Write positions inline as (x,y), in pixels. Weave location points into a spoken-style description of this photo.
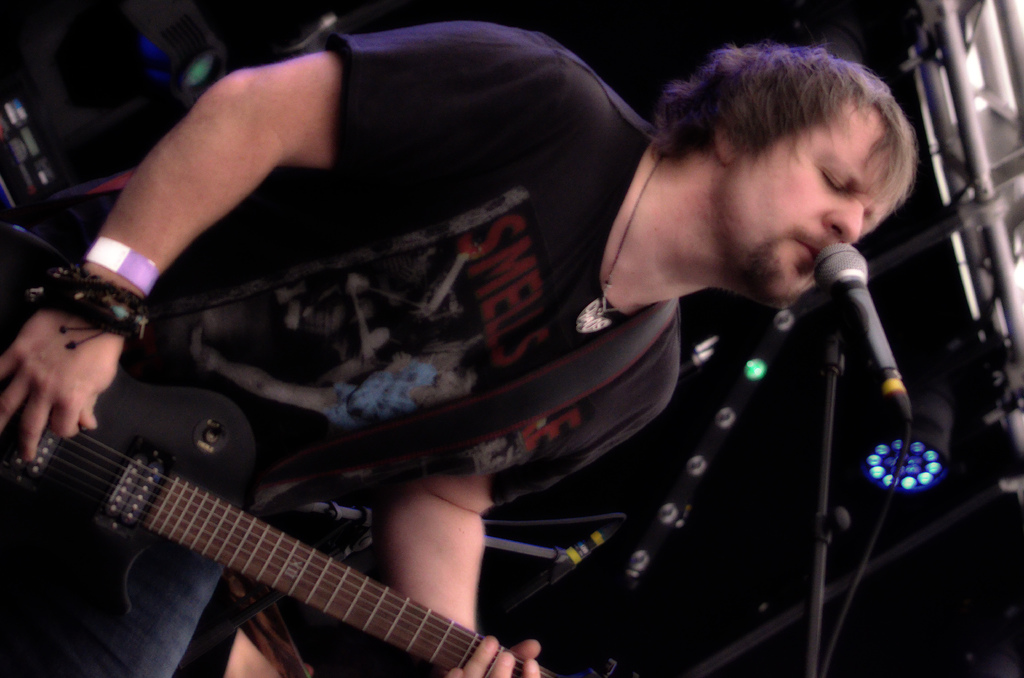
A man (485,319) is singing with a mic (836,275) in front of him while playing a guitar (63,458).
